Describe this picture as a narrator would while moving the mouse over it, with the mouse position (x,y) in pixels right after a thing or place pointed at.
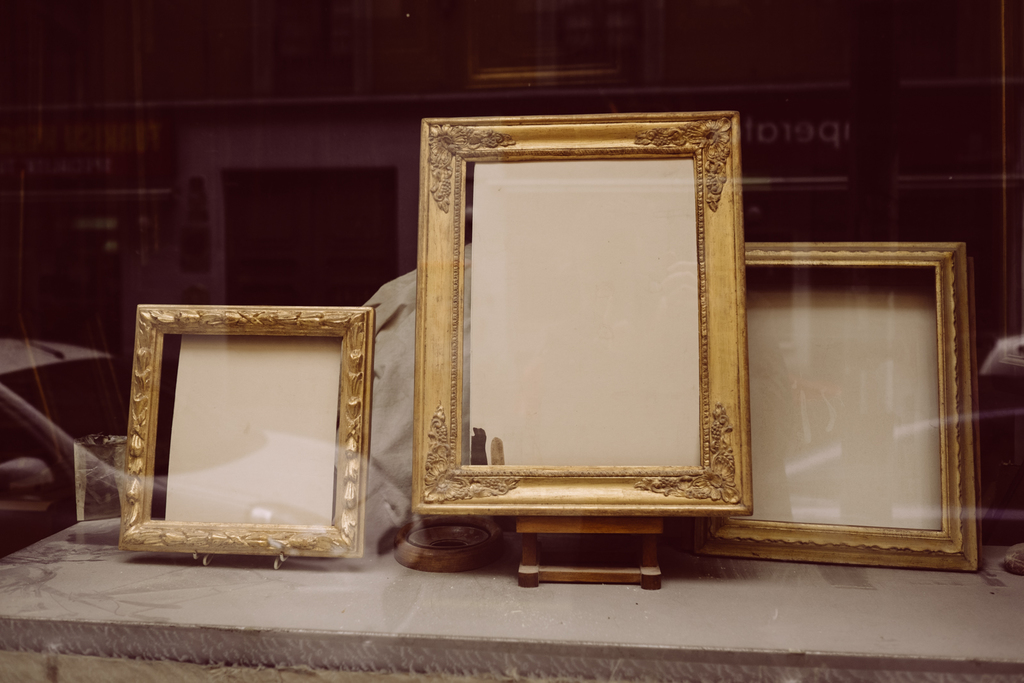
In the foreground of this image (644,480), there are three frames (292,451) on a table (486,626) and in the reflection (340,121) of glass (341,91) we can see buildings (853,105) in the background (380,90).
